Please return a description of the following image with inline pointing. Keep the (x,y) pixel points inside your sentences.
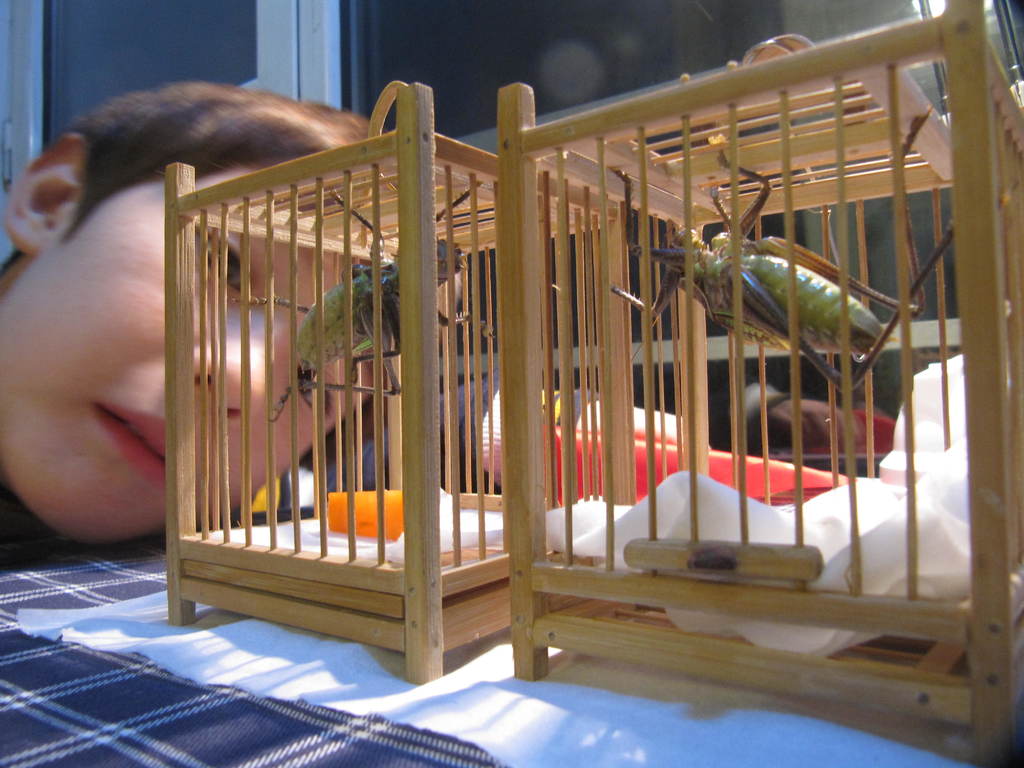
In this image there are insects (749,258) in the mini wooden cages (475,351), which are on the object (145,719), and in the background (112,105) there is a person (104,121).
